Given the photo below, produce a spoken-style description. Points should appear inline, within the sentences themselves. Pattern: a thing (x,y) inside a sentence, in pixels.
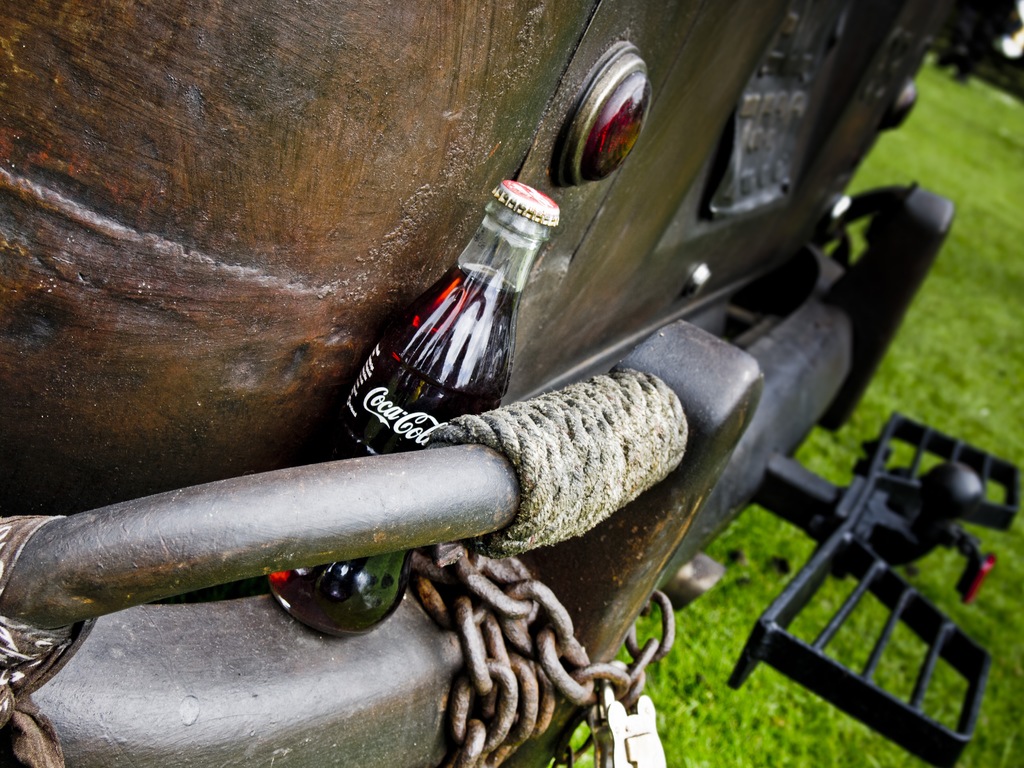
In this image I see a bottle (471,293), rope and a chain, I can also see the green grass (741,722).
